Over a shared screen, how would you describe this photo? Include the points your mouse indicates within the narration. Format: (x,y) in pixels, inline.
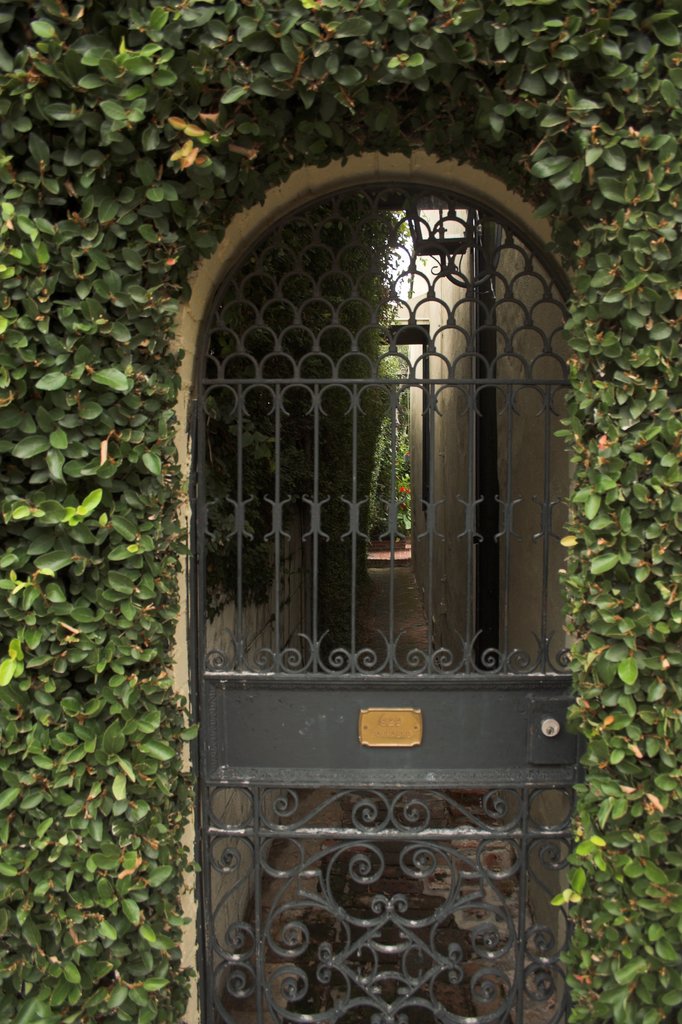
In a given image I can see a fence gate (370,681) and plants (286,264).
